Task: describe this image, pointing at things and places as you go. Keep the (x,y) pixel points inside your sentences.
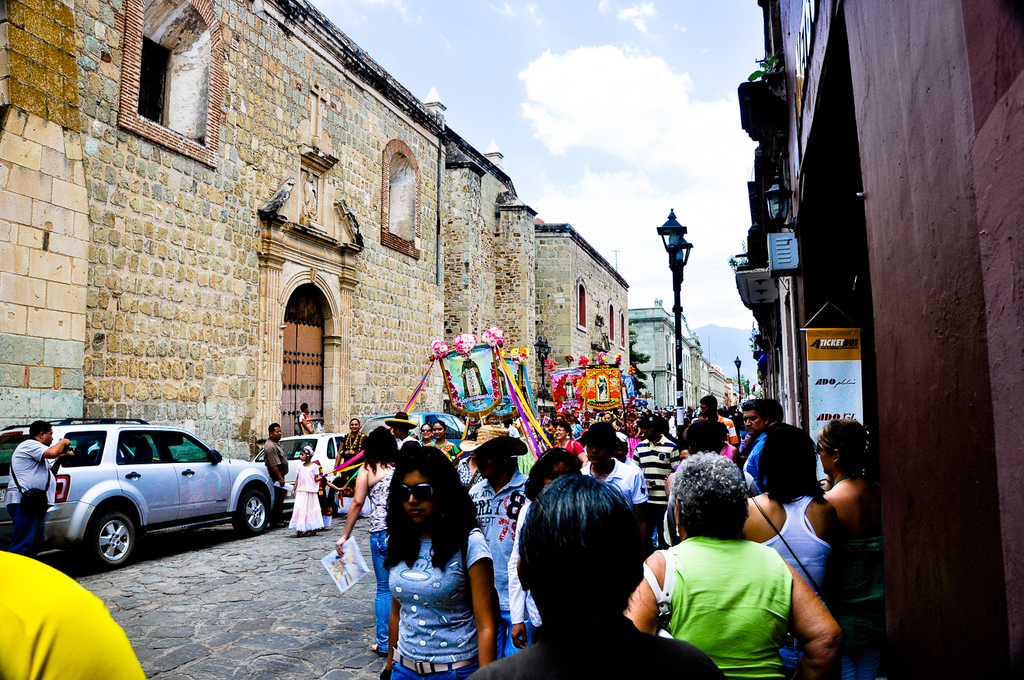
There are people (415,487) and we can see vehicles (217,463) on the road (291,569), lights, poles (681,398), banner (453,366) and colorful objects (604,391). We can see buildings (774,347) and windows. In the background (715,311) we can see sky (624,138) with clouds (602,142).
